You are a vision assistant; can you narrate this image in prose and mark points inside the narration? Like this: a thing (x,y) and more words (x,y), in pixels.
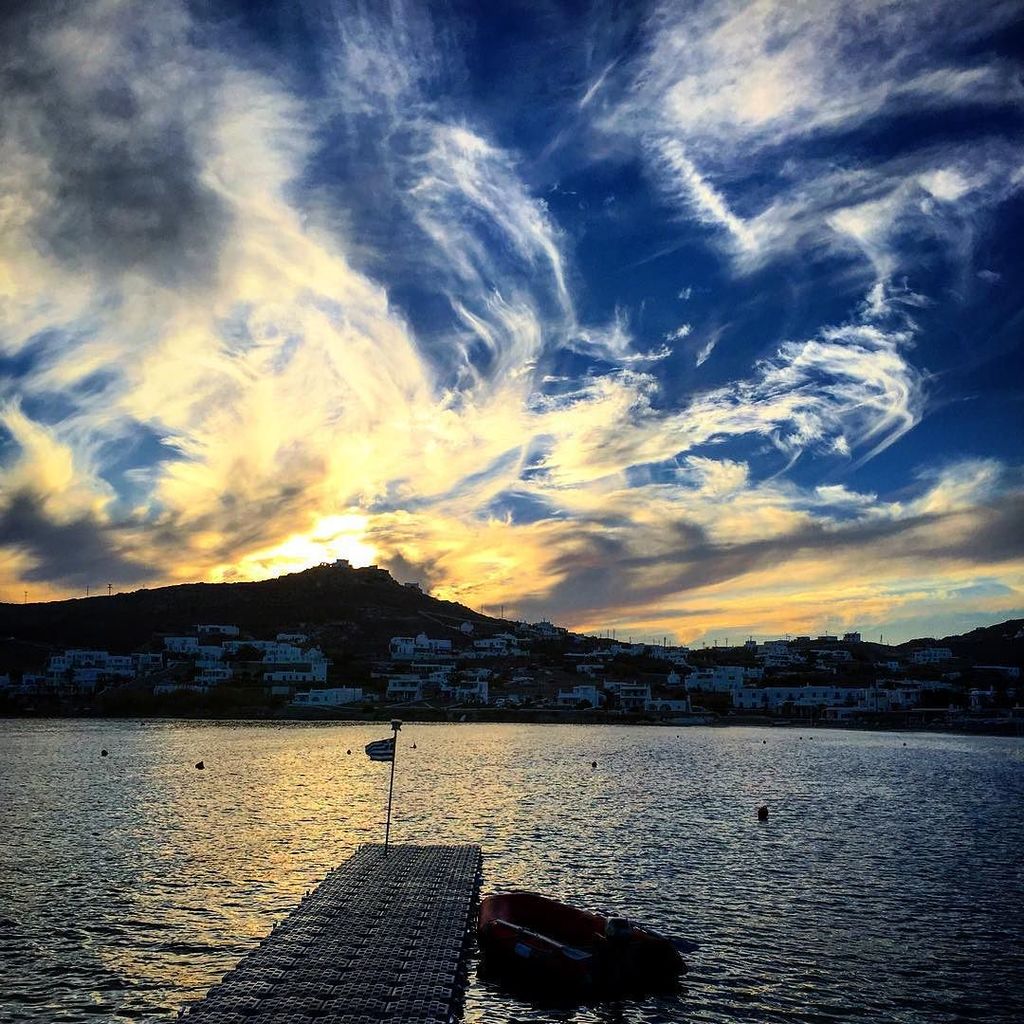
In this image we can see a boat (502,940) on the surface of sea (799,935). Background of the image (433,648) houses (402,651) and poles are there on the mountain (365,577). At the top of the image (823,160) sky (152,585) is there with clouds (470,466).
